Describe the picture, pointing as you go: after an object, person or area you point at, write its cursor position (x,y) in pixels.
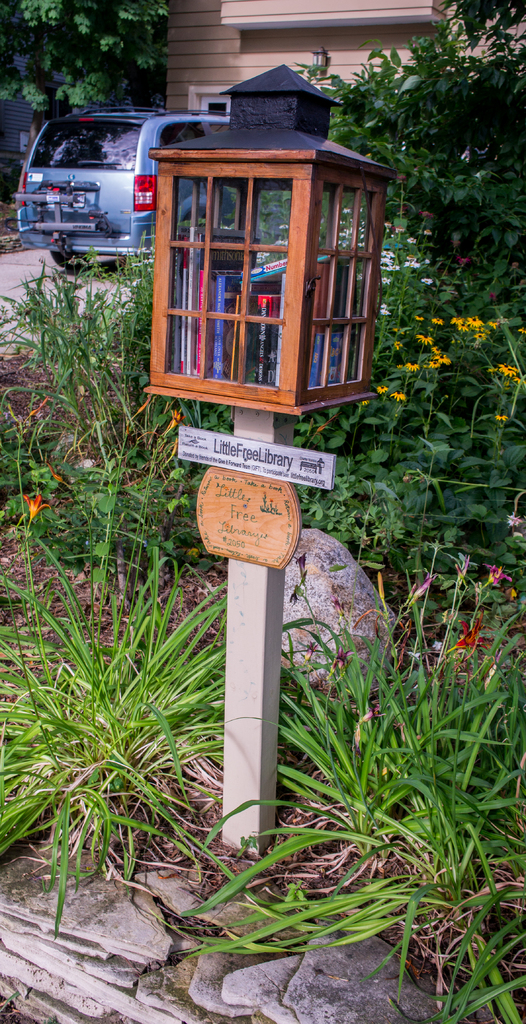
In this image we can see a pole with a box (244,336). Inside the box (286,239) there are books (236,304). Also there are boards (263,475) with text (262,488) on the pole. And there are stones (337,577). Also there is grass (345,783). In the back (192,131) there is a vehicle (159,139) and building (215,43). Also there are trees (350,90).
